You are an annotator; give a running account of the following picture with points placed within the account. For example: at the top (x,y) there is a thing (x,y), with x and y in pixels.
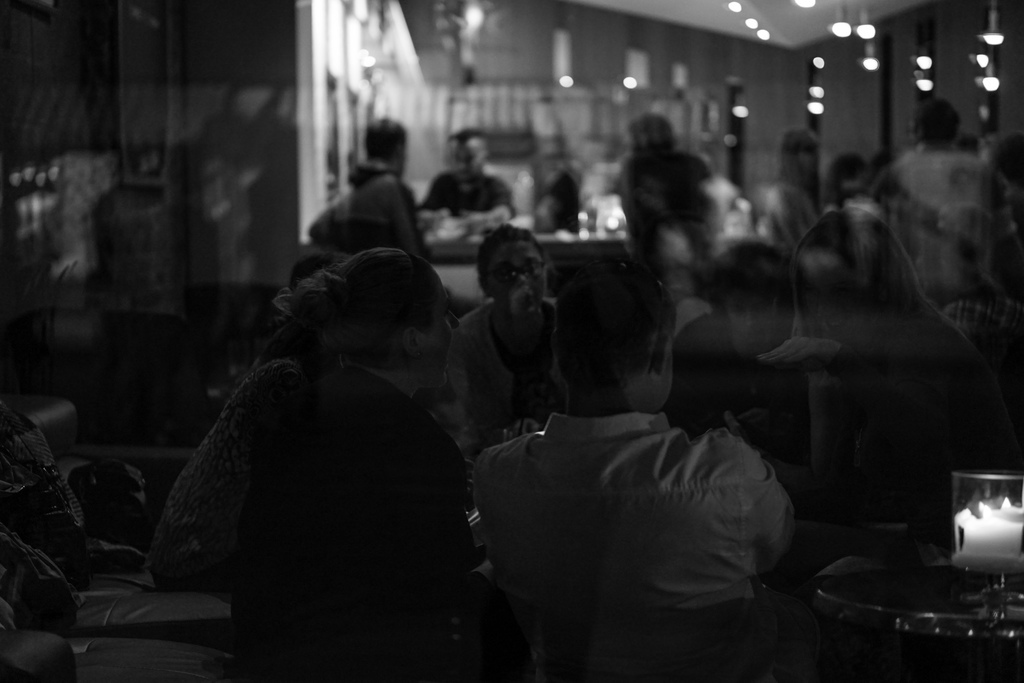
This is a black and white image, in this image there are a group of people (847,405) who are sitting on chairs (124,563) and also there are some tables (933,585). On the right side (888,577) there is one stool (862,596) and some objects (963,517), and in the background (510,79) there are some lights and wall (582,139) and in the foreground (135,532) there might be a window (120,115).
